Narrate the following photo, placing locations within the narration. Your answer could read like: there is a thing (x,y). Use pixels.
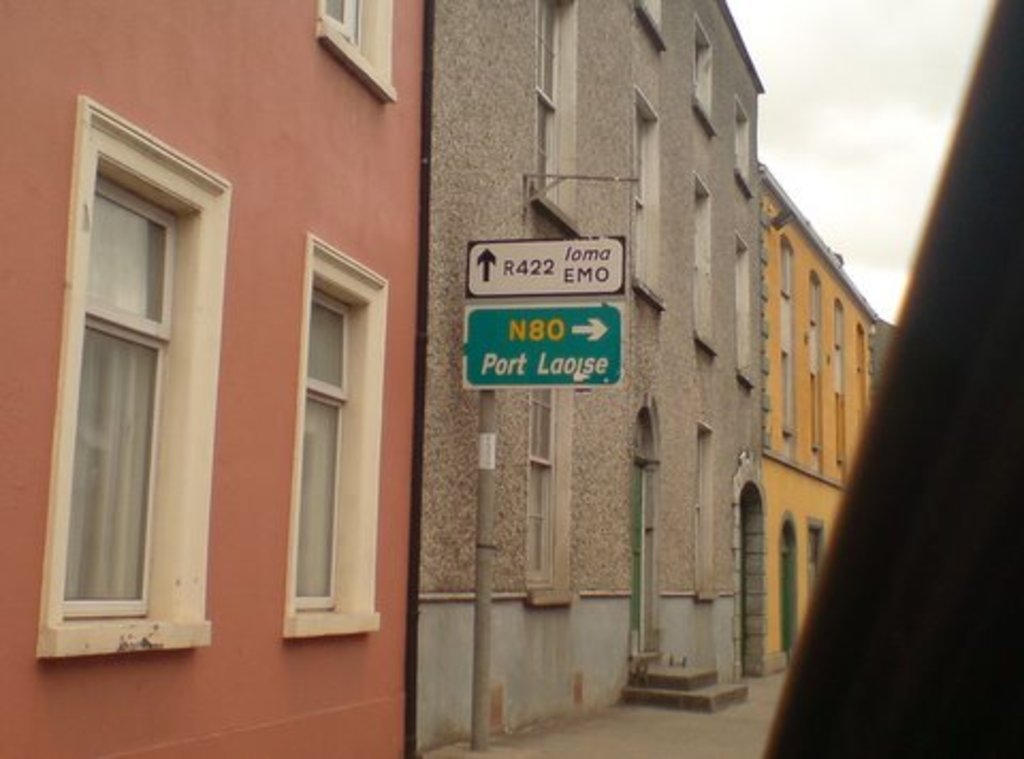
In this image there are few boards (544,336) attached to the pole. Behind there are few buildings (558,401). Right top there is sky (873,99).
